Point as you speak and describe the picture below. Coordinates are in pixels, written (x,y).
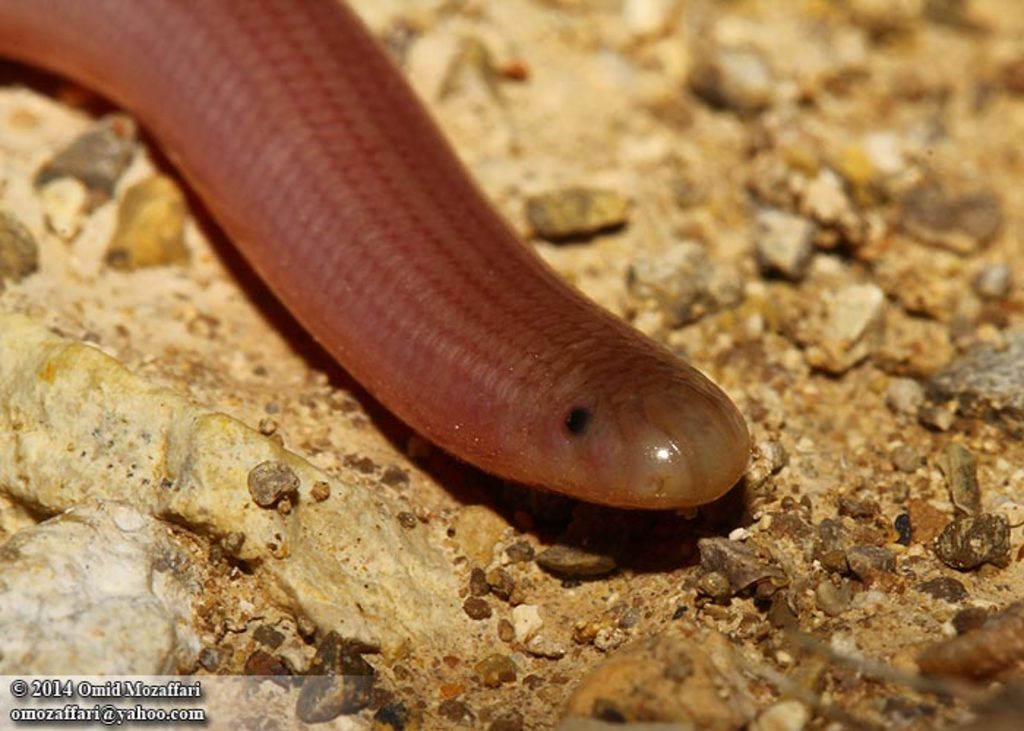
This picture contains a snake (474,241) which is brown in color. At the bottom of the picture (416,563), we see the rock (211,489) and the small stones (803,563).
